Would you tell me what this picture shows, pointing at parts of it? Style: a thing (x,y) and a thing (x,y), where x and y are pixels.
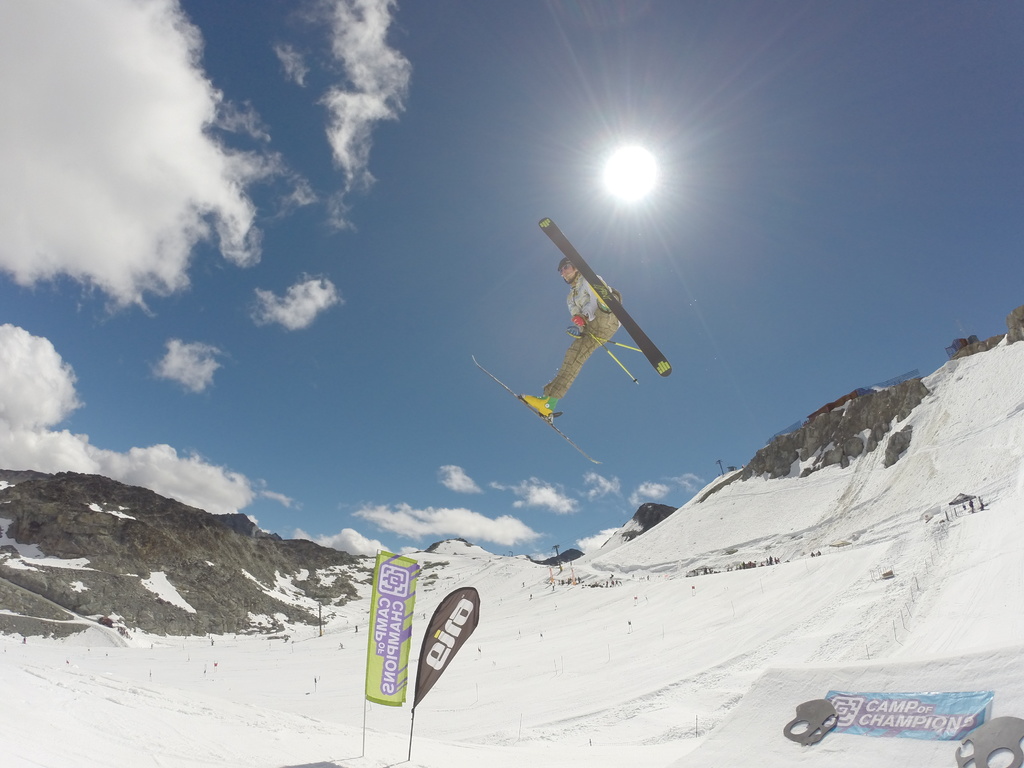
A person (571,308) is jumping in an air. This person (599,330) wore skis (643,349), this is the snow (682,624). At the top (630,181) it's a sun (643,181) and there are clouds (361,138) in this sky (371,457).
